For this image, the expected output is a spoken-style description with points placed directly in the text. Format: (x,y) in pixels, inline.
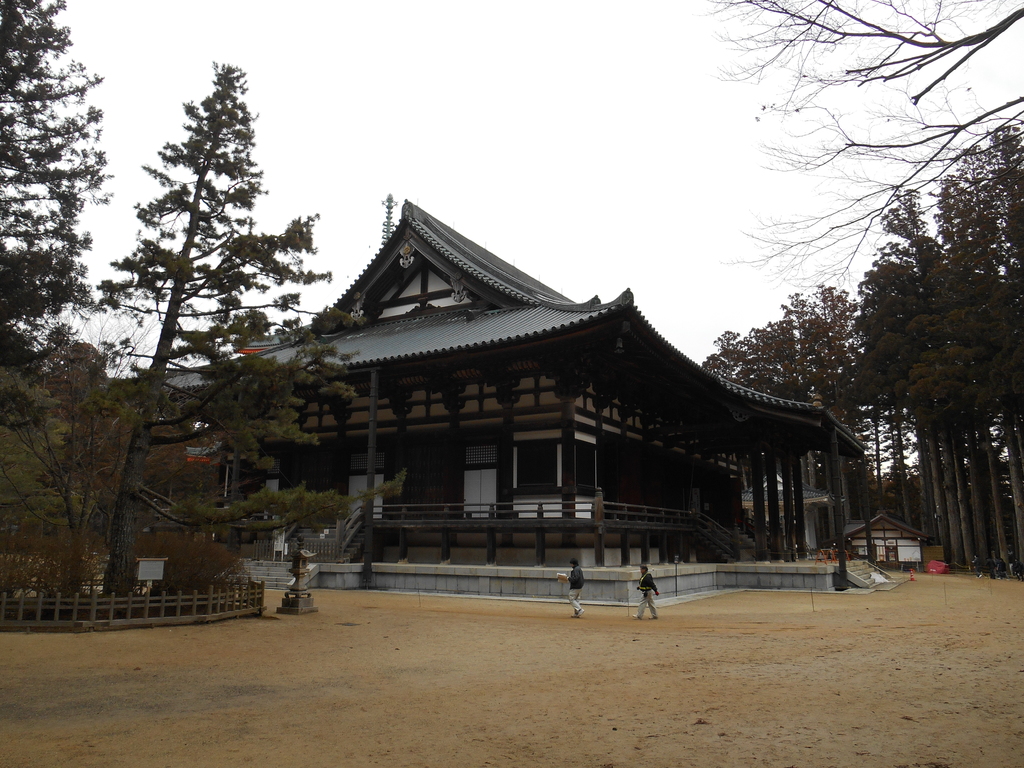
In the center of the image (436,449) there is a building (478,451) and persons (577,599). On the right side of the image (1023,391) we can see tree (1023,472). On the left side of the image (120,489) there are trees (162,498). At the bottom (471,657) there is a ground (612,678). In the background (478,97) we can see sky (461,70).
